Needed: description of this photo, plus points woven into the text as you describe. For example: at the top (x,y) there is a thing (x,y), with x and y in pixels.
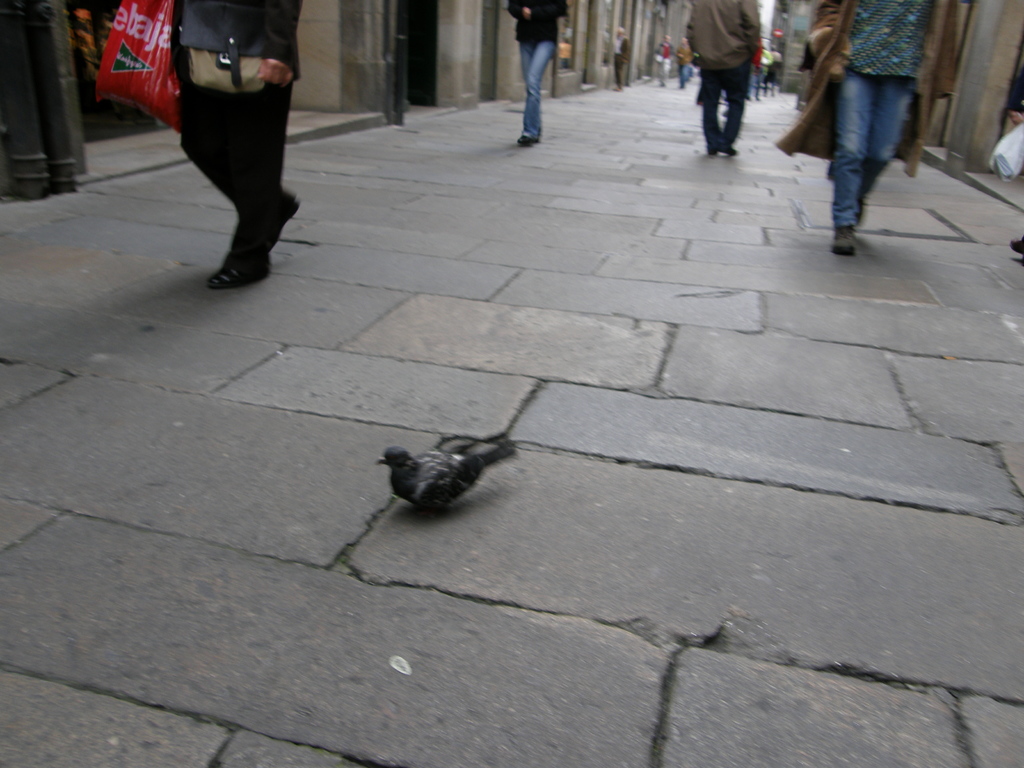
In this image there are few people (862,76) walking on the road (479,493) and there is a bird (425,476). On the left (112,107) and right side of the image (976,143) there are buildings (958,161).
